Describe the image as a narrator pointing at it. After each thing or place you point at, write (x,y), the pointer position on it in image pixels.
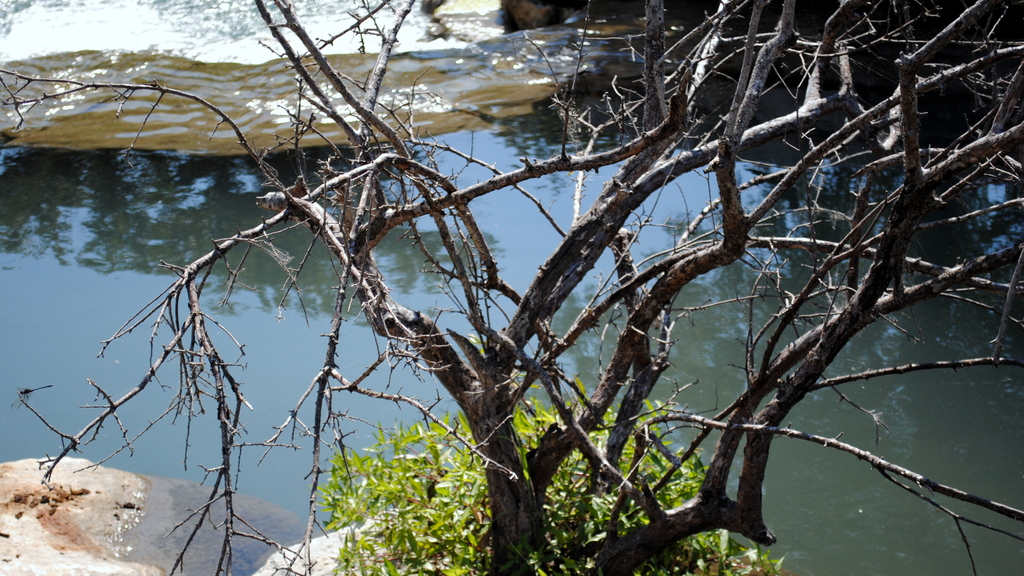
This image is taken outdoors. At the bottom of the image (139,539) there is a rock (111,527) and a tree (535,299). In the middle of the image (425,295) there is a pond (97,180) with water (844,300). At the top of the image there is a rock (464,11).
